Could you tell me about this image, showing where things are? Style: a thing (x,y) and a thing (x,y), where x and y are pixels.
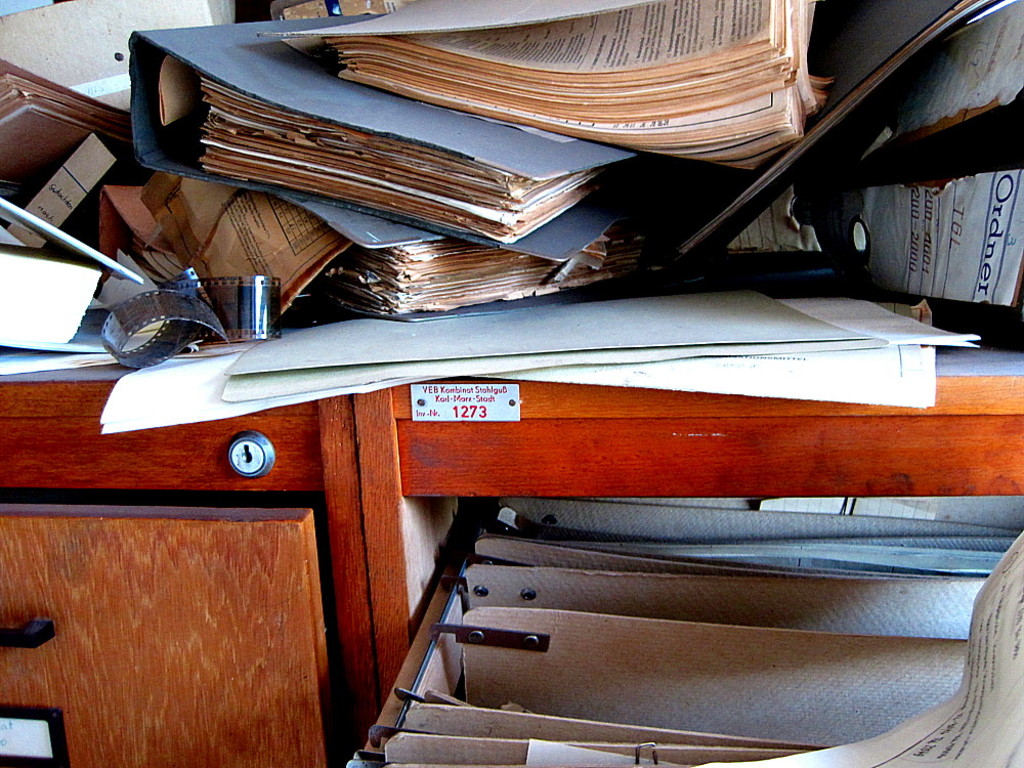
In this image we can see a table (52,741) on which there are files (330,195).
